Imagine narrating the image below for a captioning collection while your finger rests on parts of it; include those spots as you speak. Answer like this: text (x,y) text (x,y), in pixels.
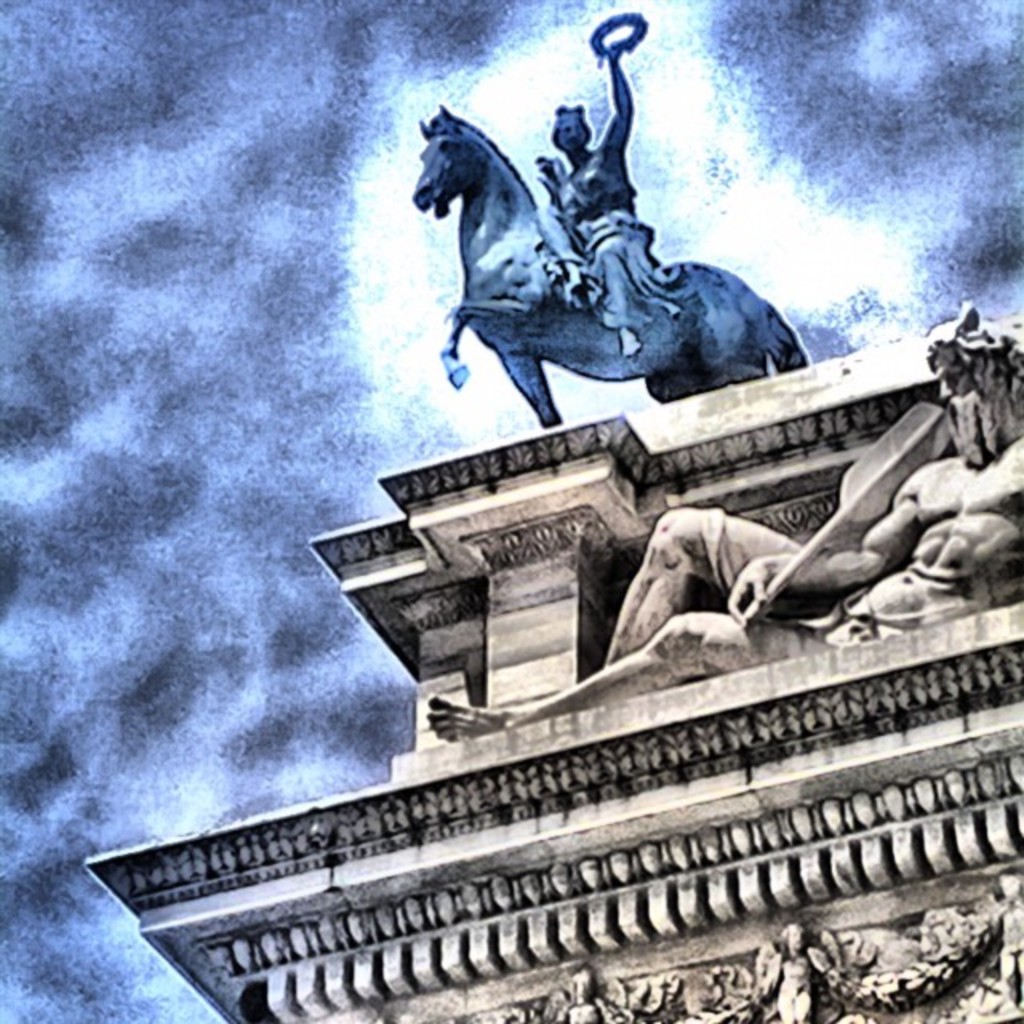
In this picture there is a statue (617,251) of a person (620,295) sitting on a horse (584,312) and holding an object (605,49) in his hand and there is a sculpture (918,545) on the wall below it.
